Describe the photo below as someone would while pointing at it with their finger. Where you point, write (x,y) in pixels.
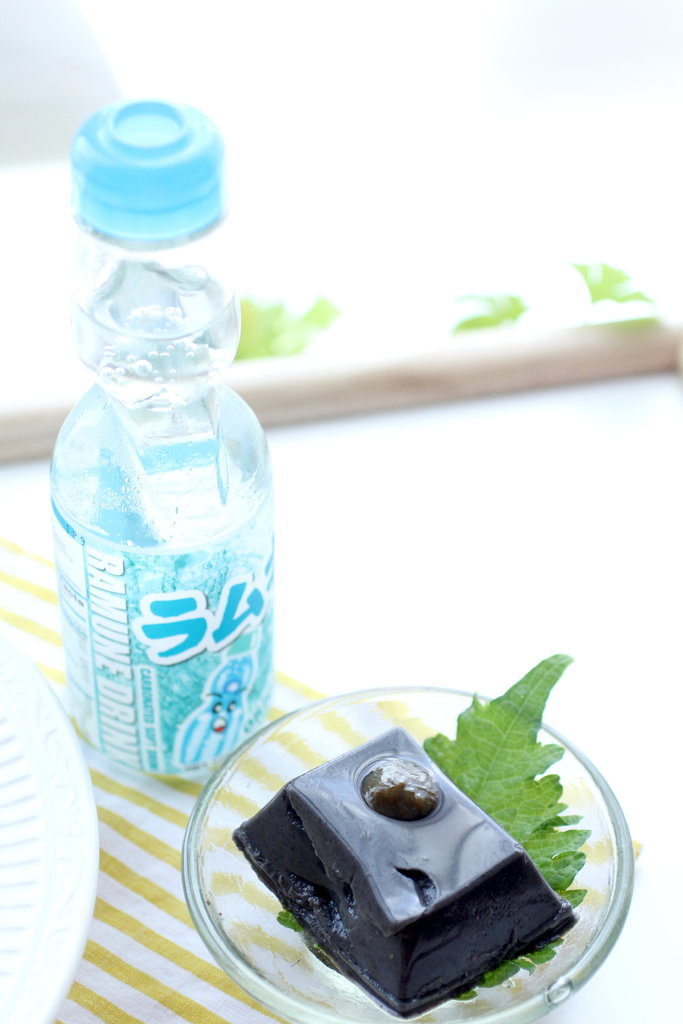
This image consists of a water bottle (197,479), plate (3,760) and a bowl (519,978). In the bowl (375,1017) there are some eatables (493,912). The bottle (178,406) is in blue color.
